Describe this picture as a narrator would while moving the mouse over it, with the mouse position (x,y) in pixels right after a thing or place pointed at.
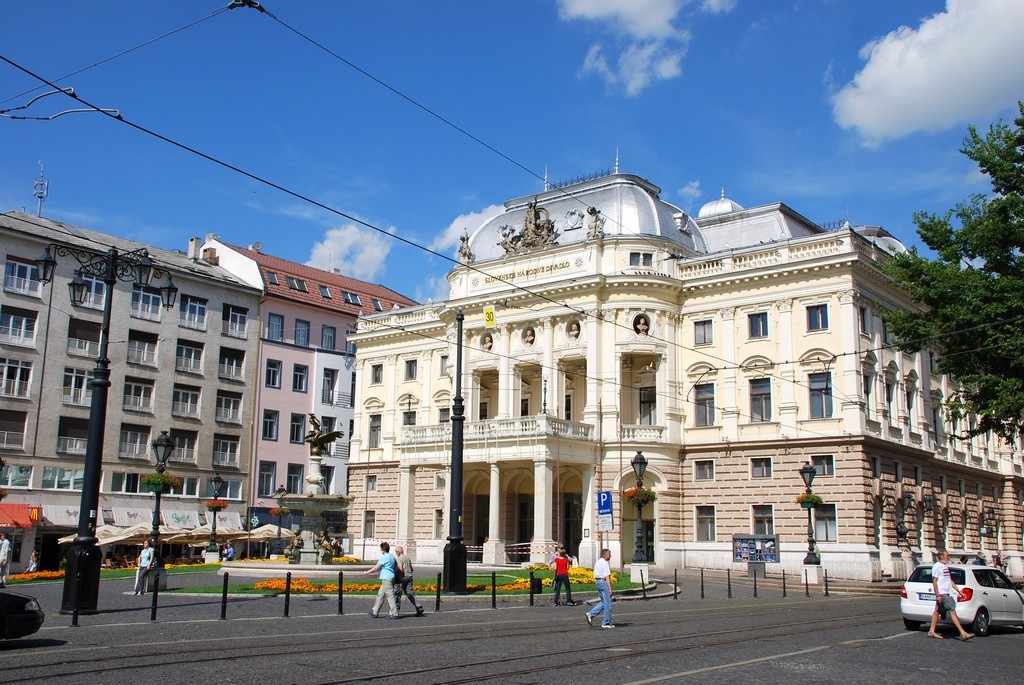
In the image we can see there are people (411,588) walking on the road (536,672) and there is a car (1010,596) parked on the road (273,638). Behind there are buildings (583,407) and there is a tree (956,282). There are street light poles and there are wires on the top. There is a cloudy sky (525,118).
